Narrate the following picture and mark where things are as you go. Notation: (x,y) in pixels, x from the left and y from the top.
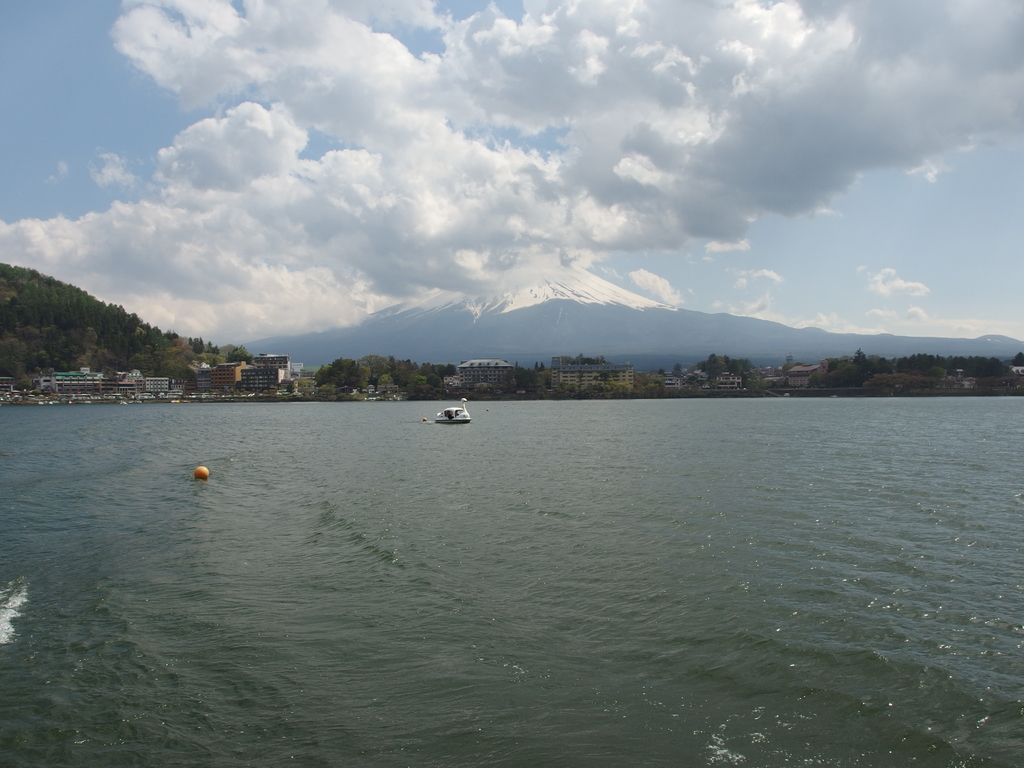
In this image, we can see the water (514,512), there is a boat (465,419) on the water (252,416), we can see some buildings (720,385) and there are some trees (58,334), we can see a mountain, at the top (167,65) there is a sky (487,54) and we can see the clouds (618,197).
